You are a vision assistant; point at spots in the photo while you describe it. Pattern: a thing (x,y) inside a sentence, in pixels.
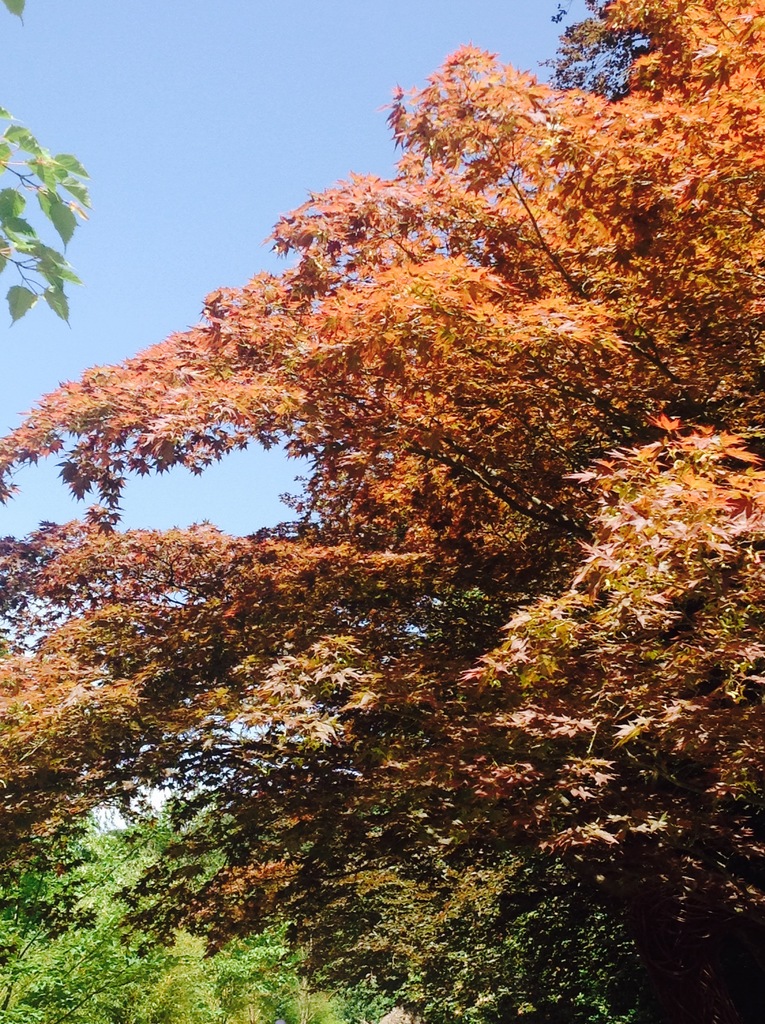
These are the trees (439,410) with branches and leaves (475,663). These leaves (456,406) are green and light orange in color. Here is the sky (183,136).
